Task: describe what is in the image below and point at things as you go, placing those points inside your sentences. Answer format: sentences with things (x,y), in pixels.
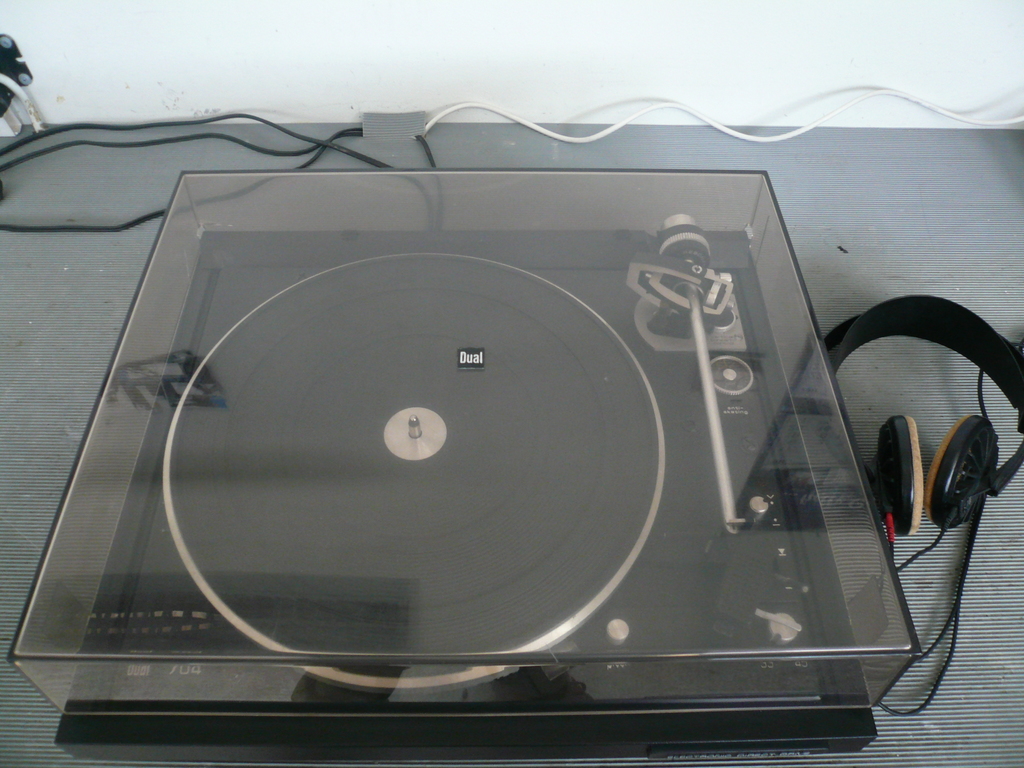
In this picture we can see a device (447,253), headsets (971,465), wires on a gray surface (62,297). In the background (918,14) the partial part of the wall (317,68) is visible.
